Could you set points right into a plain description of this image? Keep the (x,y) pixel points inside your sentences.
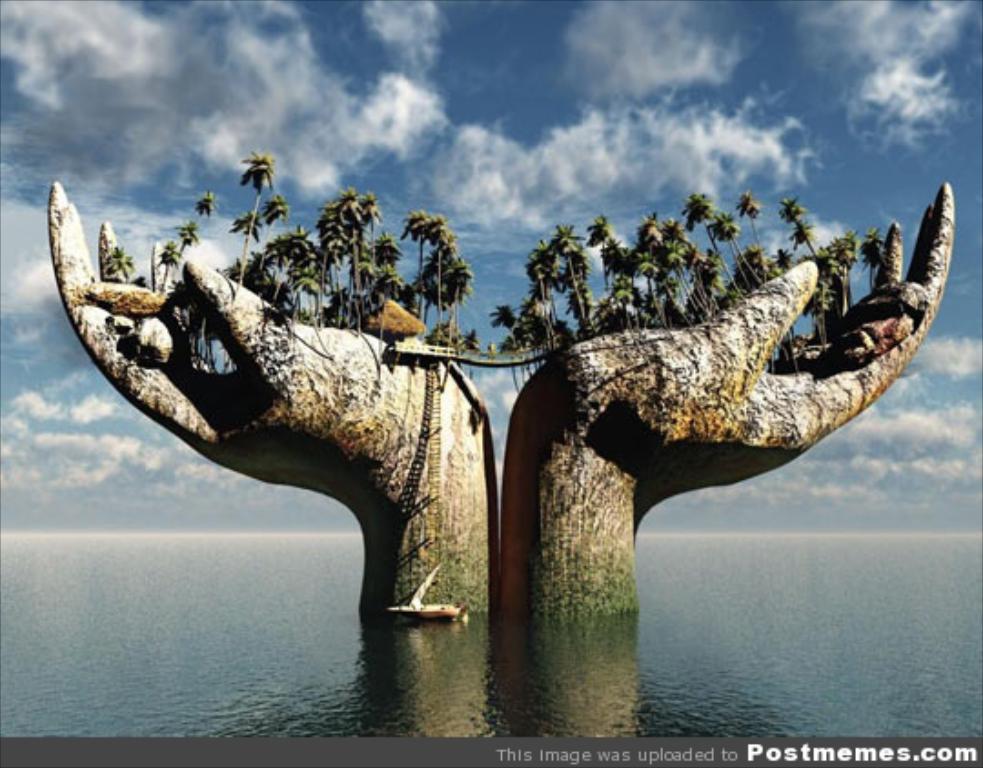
In the middle of the image (514,353), there is a bridge (531,352) built between two statues (612,520) of the hands (243,310), on which there are trees (420,258). These statues (527,424) are in the water (354,550). Beside them, there is a boat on the water (912,736). On the bottom right (959,756), there is a watermark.
